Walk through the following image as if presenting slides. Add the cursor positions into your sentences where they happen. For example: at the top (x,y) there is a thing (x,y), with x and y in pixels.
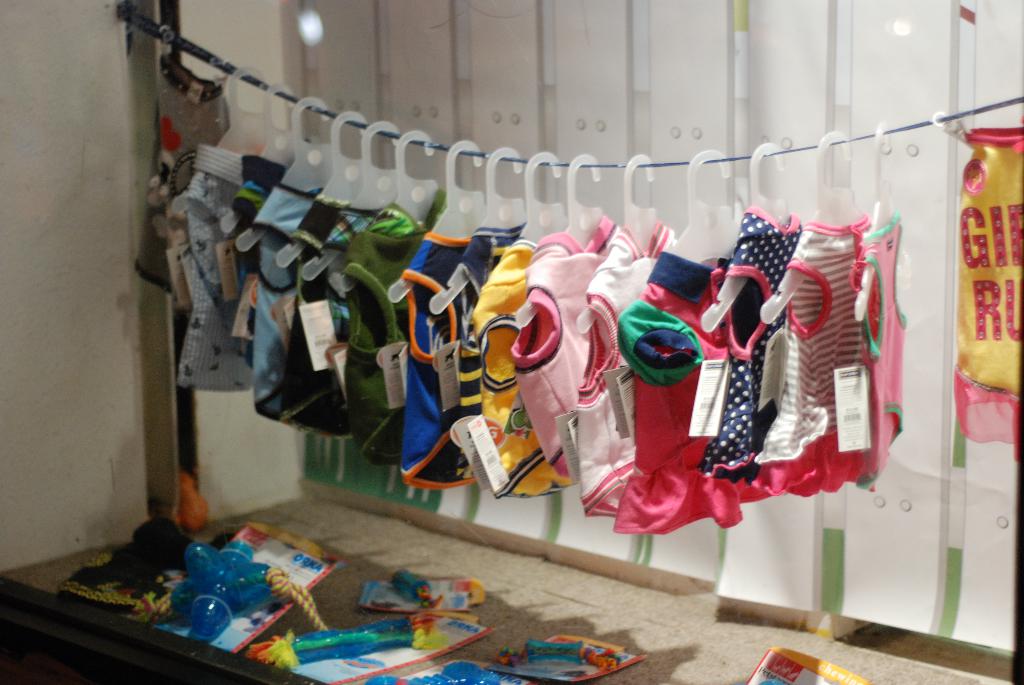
In this image, we can see clothes (509,378) with tags (181,278) are hanging with hangers (796,282) to the rope (808,146). At the bottom of the image (371,636), we can see few objects (558,648) with cards (288,599). In the background (232,47), we can see wall (239,60) and sheet (519,78).
